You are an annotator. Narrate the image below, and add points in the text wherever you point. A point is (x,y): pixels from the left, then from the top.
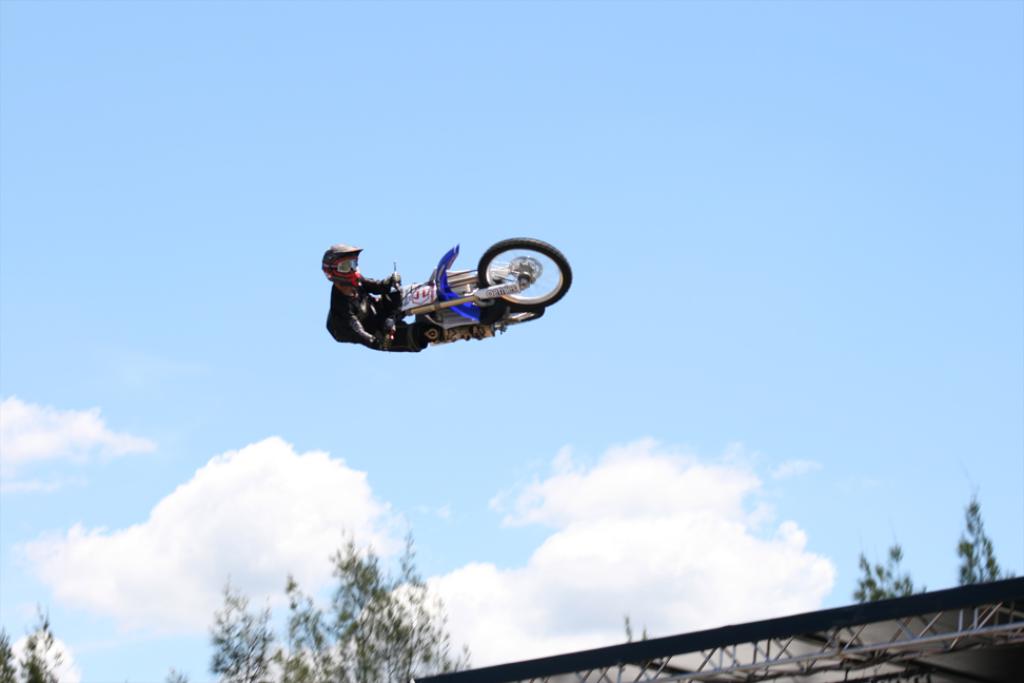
In this picture, we see the man (367,317) in black T-shirt (374,307) and black helmet (332,272) is performing an action or extreme sport. At the bottom of the picture (249,628), we see trees (329,655) and the roof (884,637) of the shed (828,644). At the top of the picture (550,106), we see the sky (410,469) and the clouds (576,487).
